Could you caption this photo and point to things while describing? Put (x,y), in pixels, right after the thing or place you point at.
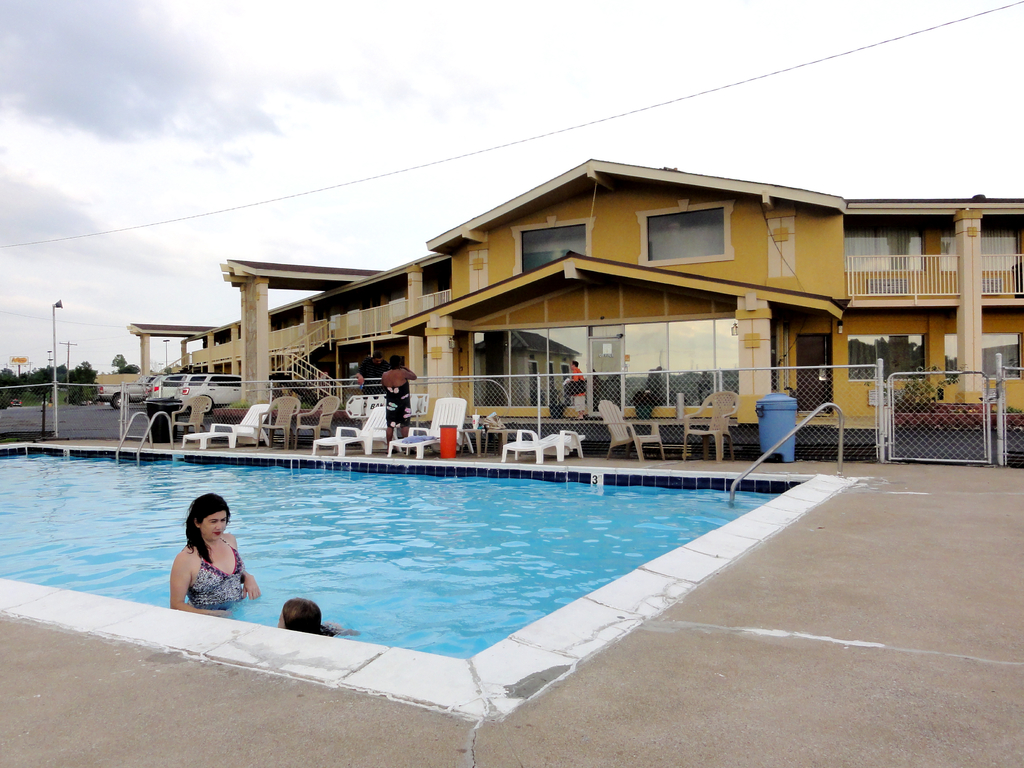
In this image we can see a swimming pool (88,544). There are two ladies (235,571). In the background of the image (694,307) there is house (450,263). There are chairs (344,427), cars (111,386), trees (117,371). At the top of the image (389,119) there is sky (426,59) and clouds (320,96).
